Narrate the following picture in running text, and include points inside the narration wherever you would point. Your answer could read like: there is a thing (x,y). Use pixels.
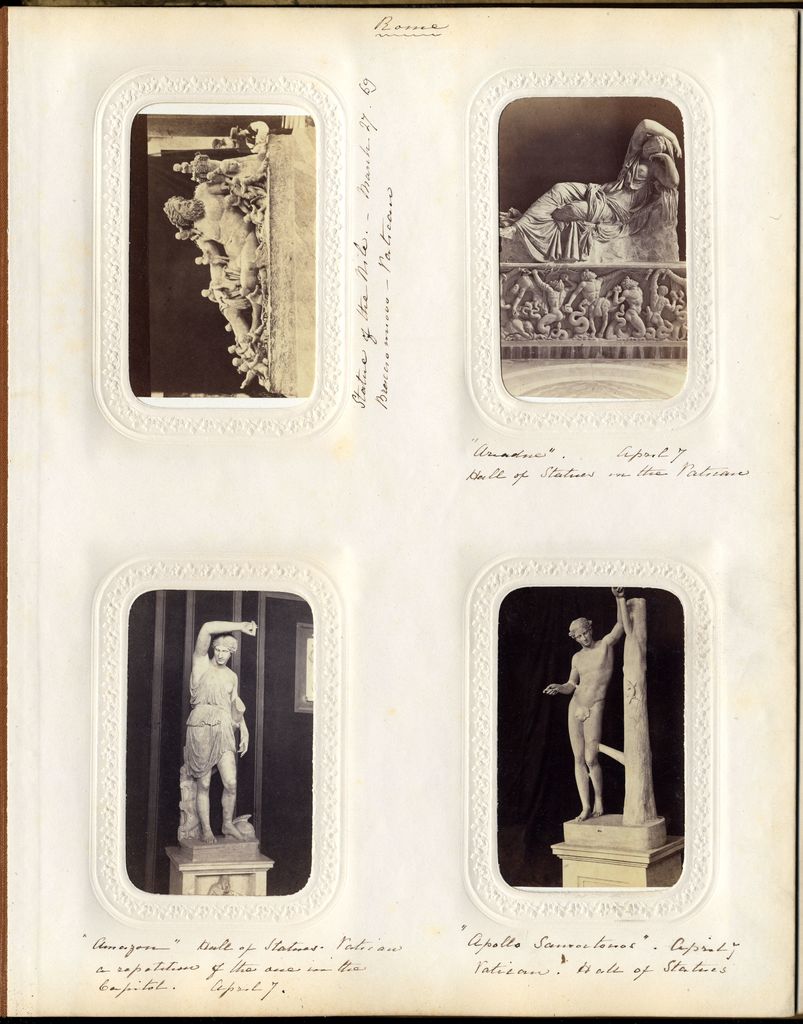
This image is a collage image as we can see there are four frames (174,300) in one image, and there is some text (332,939) written at bottom of this image (592,973) and middle of this image (533,481) as well. There are some statues (231,770) in these four pictures.
